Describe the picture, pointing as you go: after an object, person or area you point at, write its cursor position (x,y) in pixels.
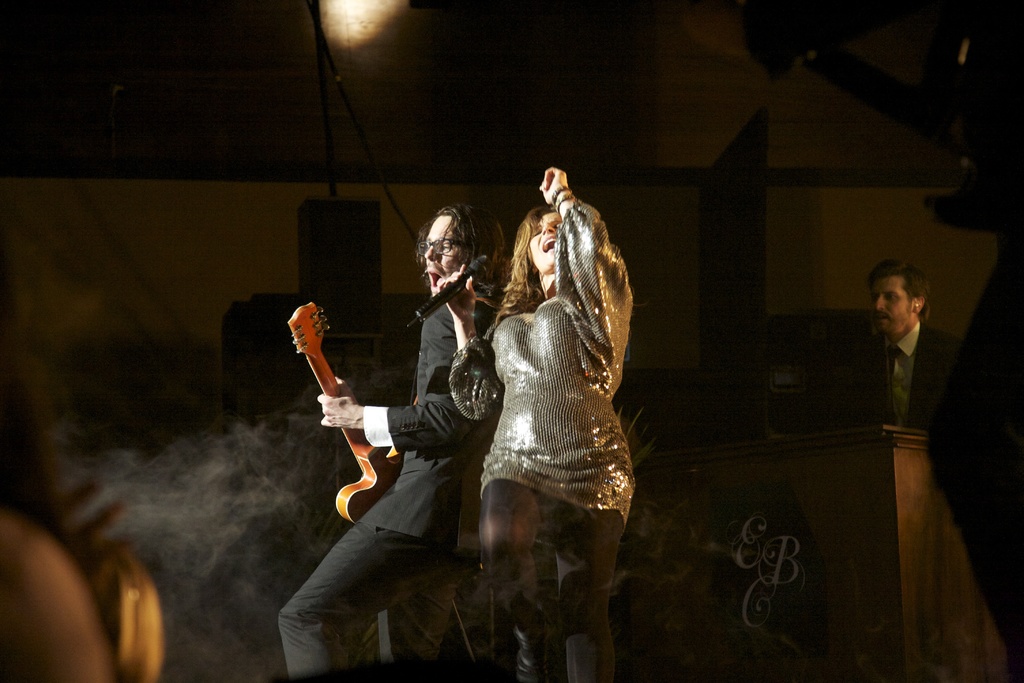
In this image a man (417,471) is playing a guitar (312,362). Beside him a woman (494,481) is singing and dancing. There is a man (879,366) behind watching these two people (429,483).
